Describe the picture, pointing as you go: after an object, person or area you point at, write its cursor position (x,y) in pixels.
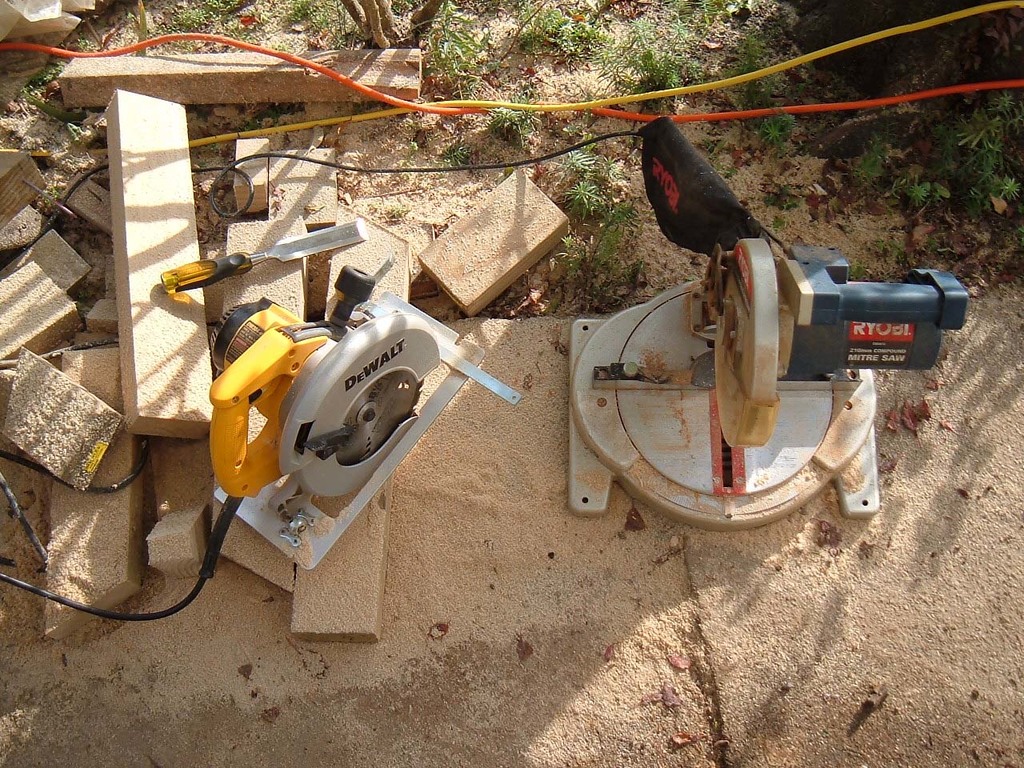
In the center of the image (484,267) we can see wood cutter machines (353,302), wooden sticks (139,196), wires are there. At the top of the image (596,95) grass (575,55) is there. In the background of the image (560,376) ground (88,706) is there.
